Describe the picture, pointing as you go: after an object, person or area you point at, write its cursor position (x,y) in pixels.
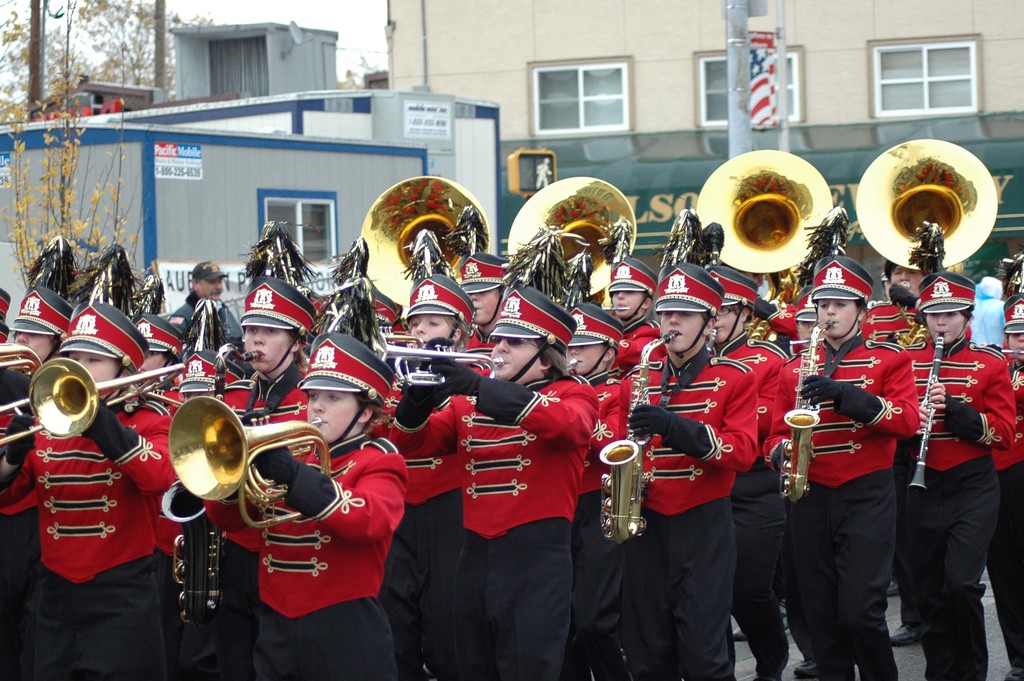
There are group of people (257,323) wore helmets (304,316) and playing musical instruments (17,360). In the background (242,283) we can see plant (16,124), trees (109,6), building (686,12), poles (746,124), banner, board (172,269), posters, sheds (240,156) and sky (346,35).
